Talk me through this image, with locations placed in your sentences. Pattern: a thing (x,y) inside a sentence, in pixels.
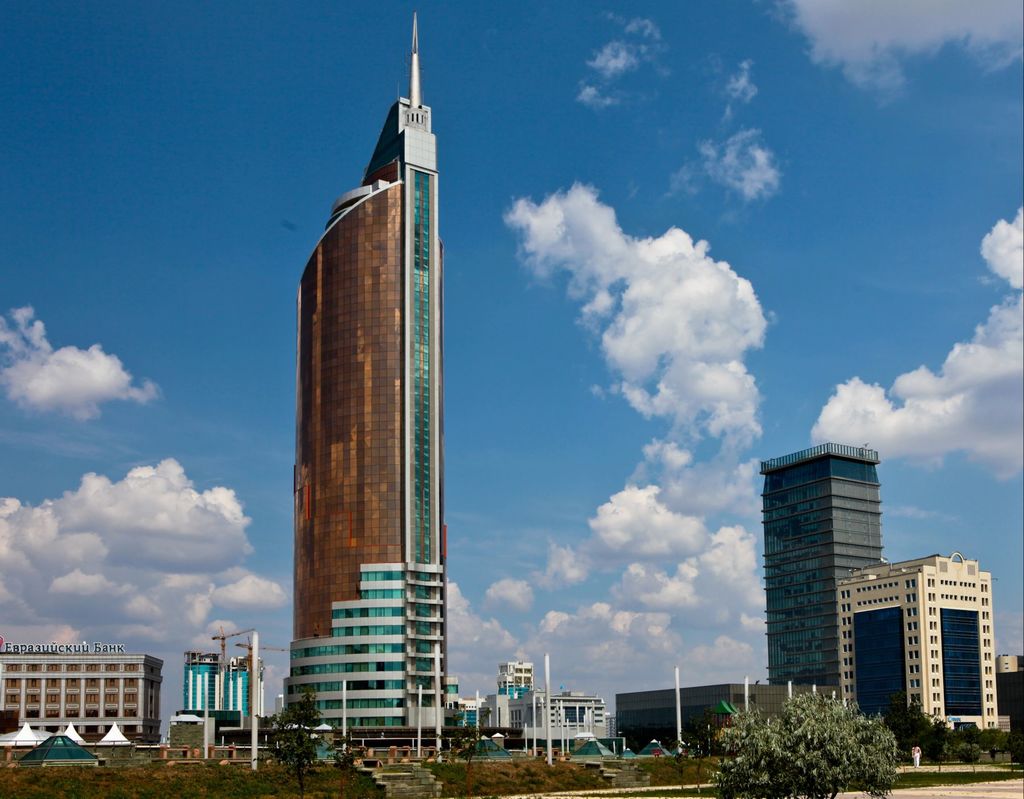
There is a large storeyed building (369,403). In Front of this building (325,607) there are some poles (438,673). There is a tree (798,745) here. Beside the building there is a building (851,609). Beside the large storeyed building (357,637) there are glass buildings (210,687). Beside the buildings (211,672) there is another building (65,695). In the background (260,253) we can observe sky (218,216) and clouds (675,303).
